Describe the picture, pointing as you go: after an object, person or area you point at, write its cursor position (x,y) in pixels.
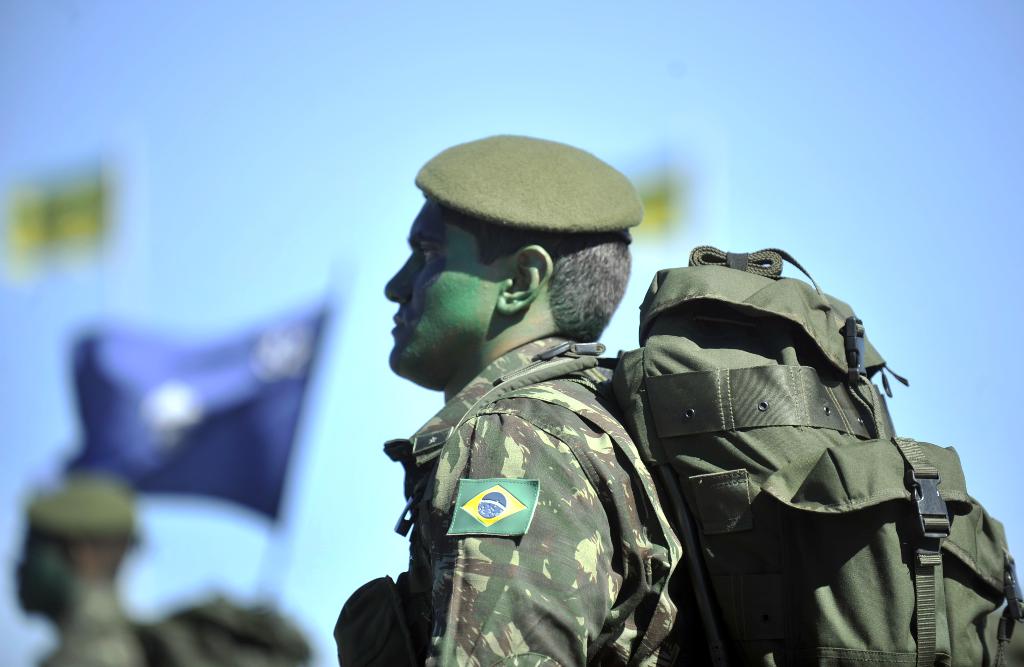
In front of the image there is man (515,448) with uniform (557,395) and a cap (463,188) on the head (398,282). He is standing and he wore a bag (706,556). Behind him there is a blur background (265,389) with flags (241,509) and a man (101,666). And there is sky (665,122) in the background (251,174).
